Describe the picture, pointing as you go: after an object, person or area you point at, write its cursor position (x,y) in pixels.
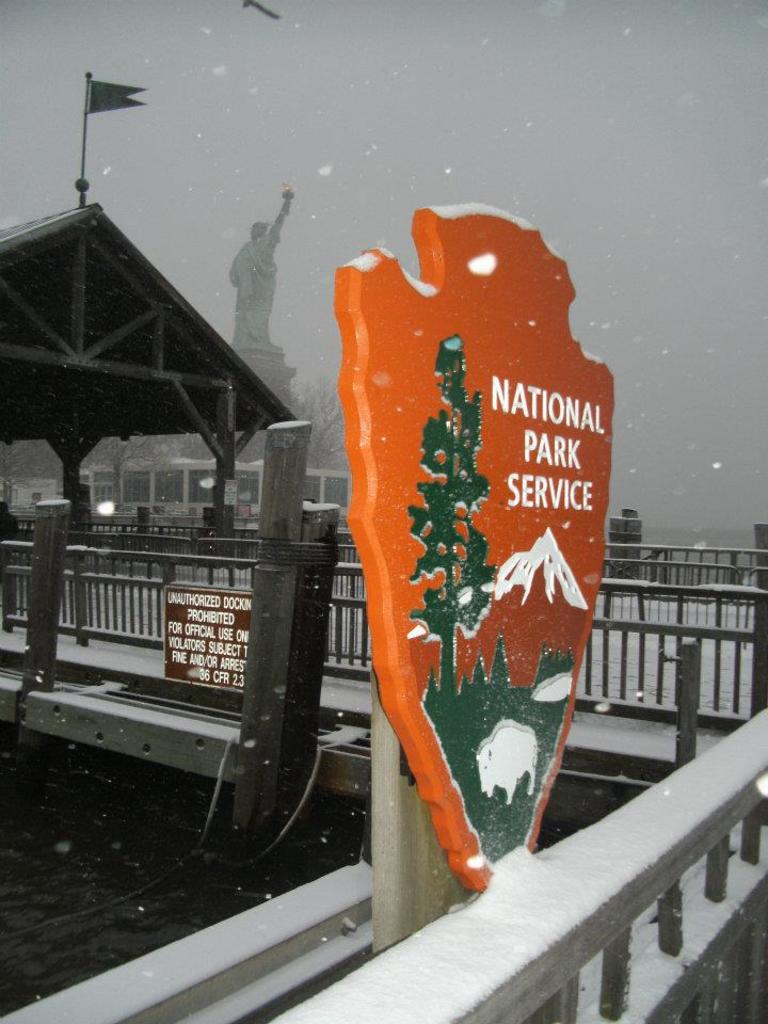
Here we can see boards (481,878), flag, sculpture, fence (716,954), trees (335,398), and a building (99,500). In the background (499,56) there is sky (689,441).
